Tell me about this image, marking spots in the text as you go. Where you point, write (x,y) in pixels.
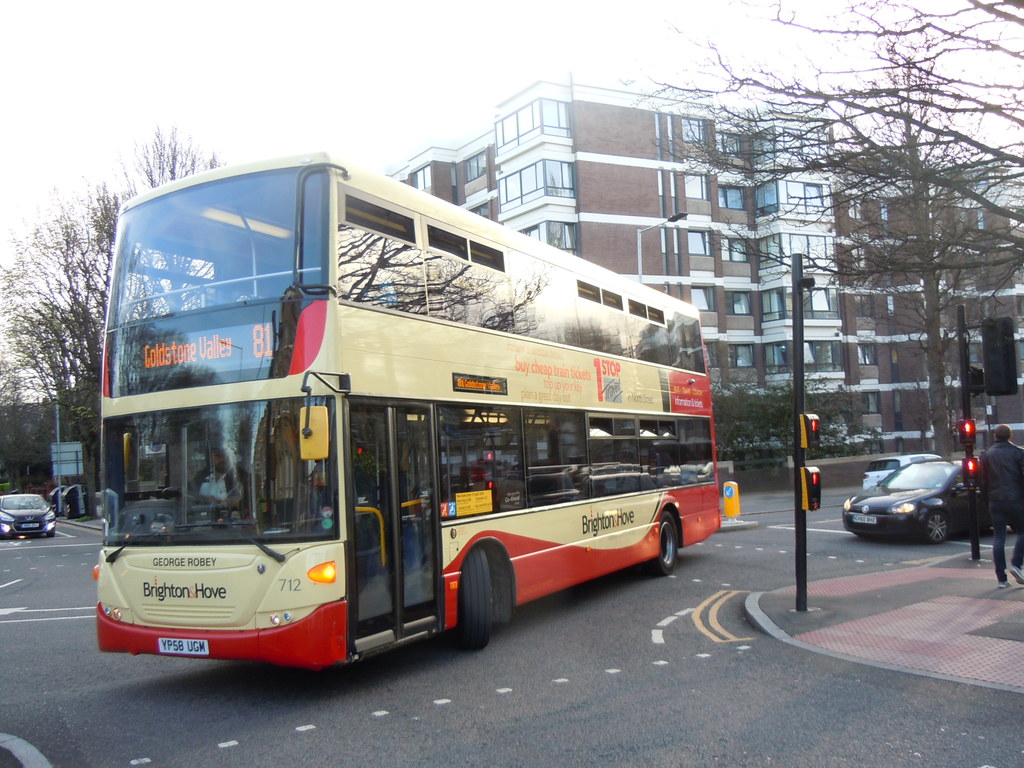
In this image I can see few vehicles (224,356) on the road (605,688) and I can also see the person (995,513) walking, few traffic signals (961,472), buildings (628,173), trees (74,237) and the sky (212,42) is in white color.
